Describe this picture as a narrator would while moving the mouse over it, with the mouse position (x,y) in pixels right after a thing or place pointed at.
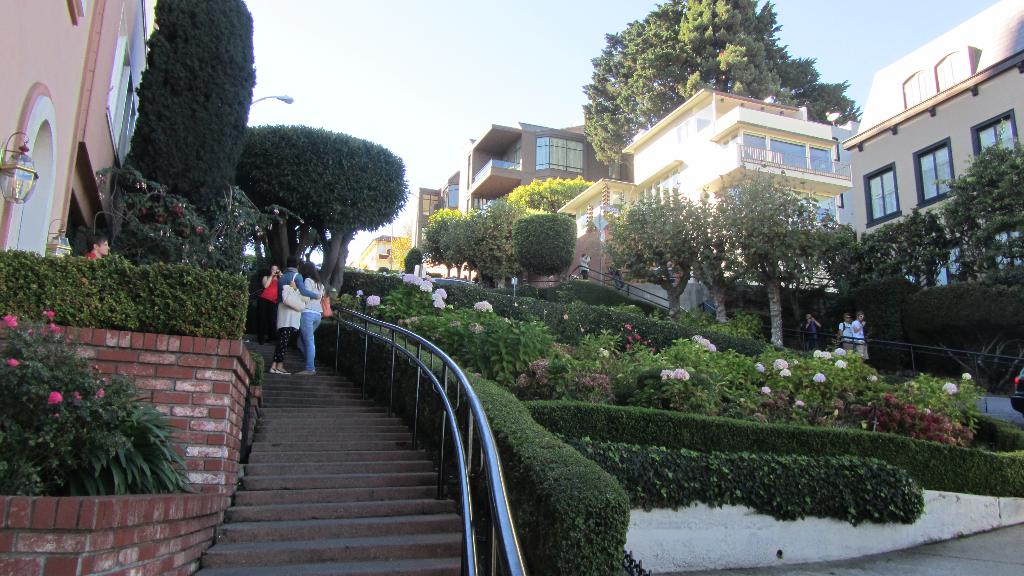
In this image we can see a few people (279,323) on the staircases (345,469), among them some people (305,365) are carrying the bags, there are some plants (598,385), flowers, trees (158,92), buildings (680,174), grille (788,163), lights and windows (561,158), in the background (306,117) we can see the sky (309,101).
